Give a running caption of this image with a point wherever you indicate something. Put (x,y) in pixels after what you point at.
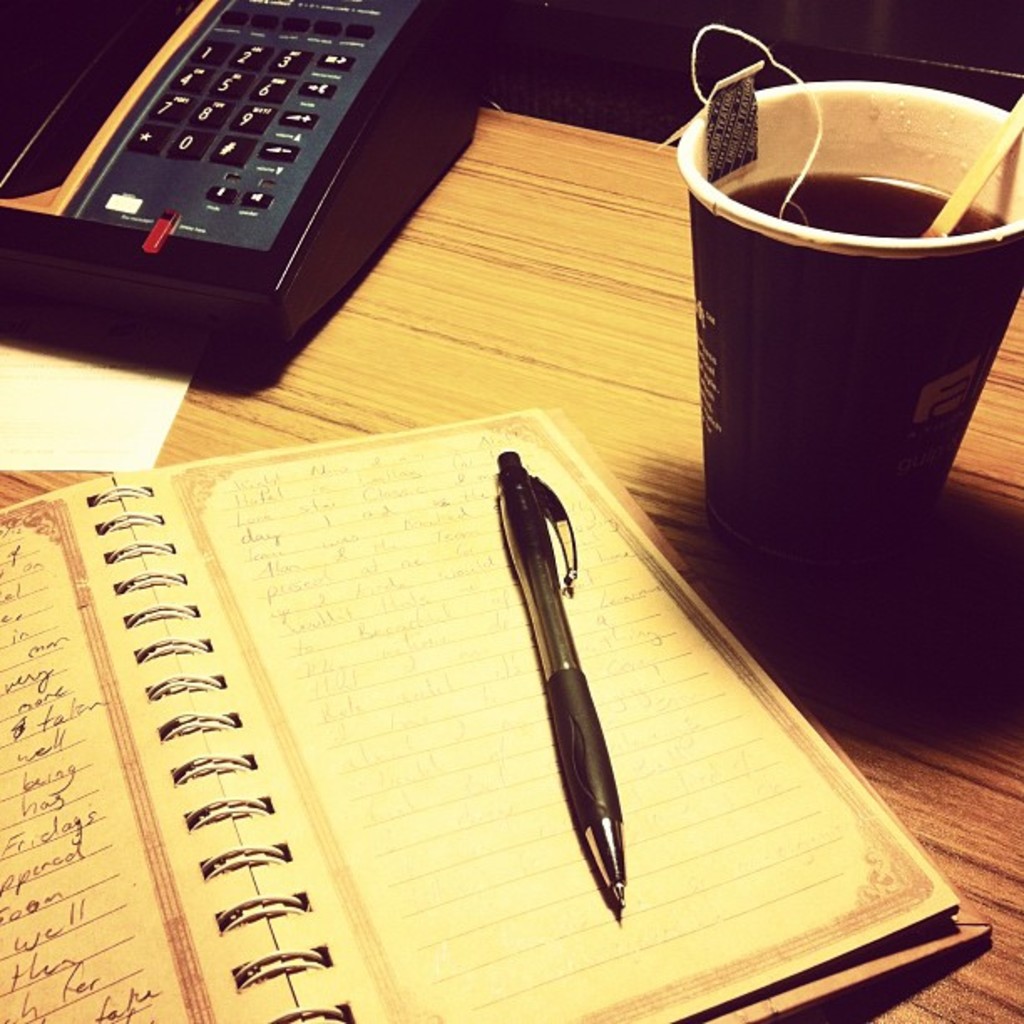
We can see telephone (107,233), cup (833,236) with drink (830,211), book (337,604), pen (507,556) and paper (77,428) on the table (676,299).
